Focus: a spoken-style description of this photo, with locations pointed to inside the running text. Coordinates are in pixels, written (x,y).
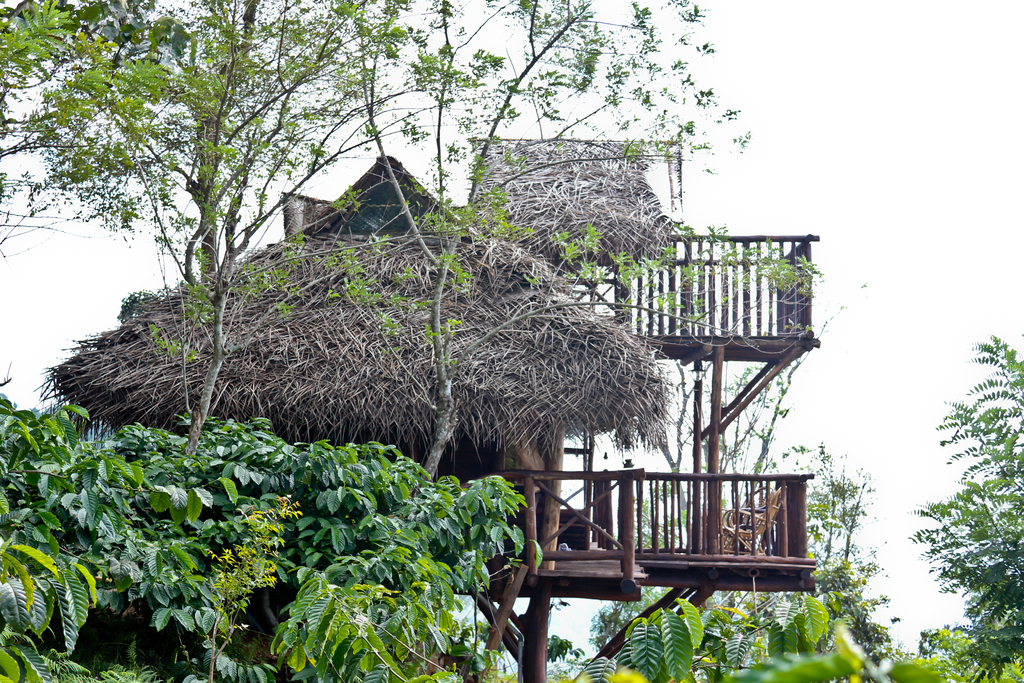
This picture shows a wooden house (399,208) and we see trees (11,46) and a cloudy sky (886,119).
